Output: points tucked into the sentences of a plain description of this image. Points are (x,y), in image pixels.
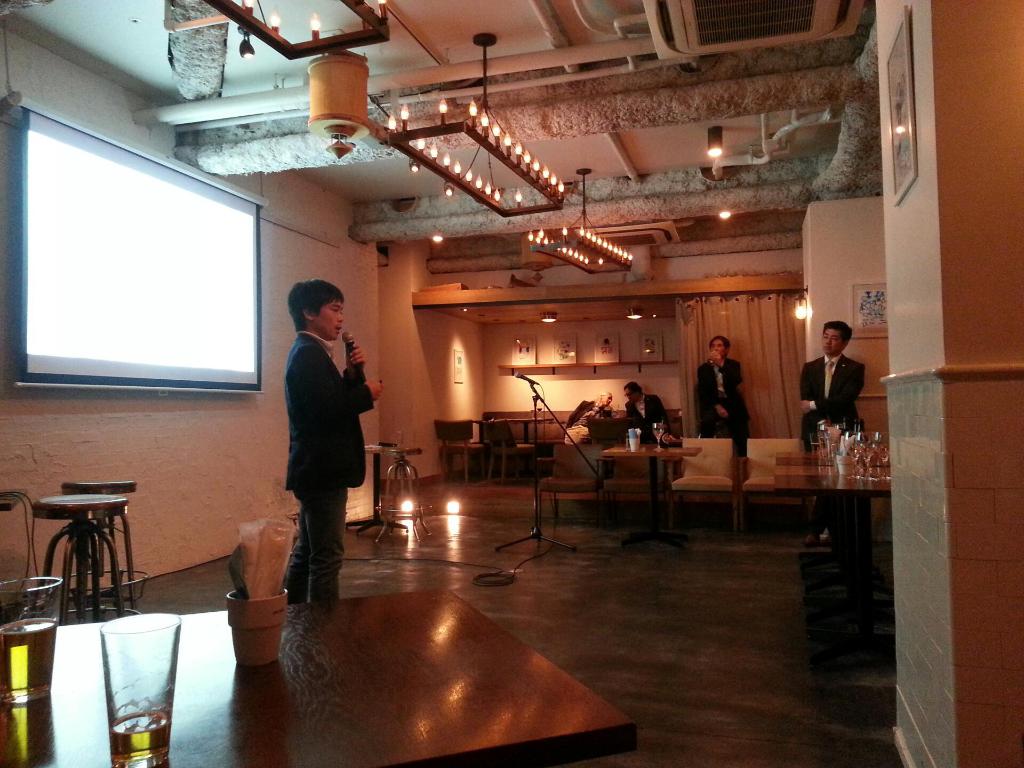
This picture is clicked inside the room (664,617). Here, we see man (332,394) in black blazer (327,385) is holding microphone (349,356) in his hand (362,353) and talking on it. Behind him, we see a white wall (189,419) on which a projector screen (200,252) is placed on it. On the left bottom of the picture (257,722), we see a brown table (189,685) on which glass (161,649) is placed and on background (646,408), we see two people (650,426) sitting on chair (722,459). On top of the picture (466,50), we see the ceiling (549,73) of that room (485,65).
